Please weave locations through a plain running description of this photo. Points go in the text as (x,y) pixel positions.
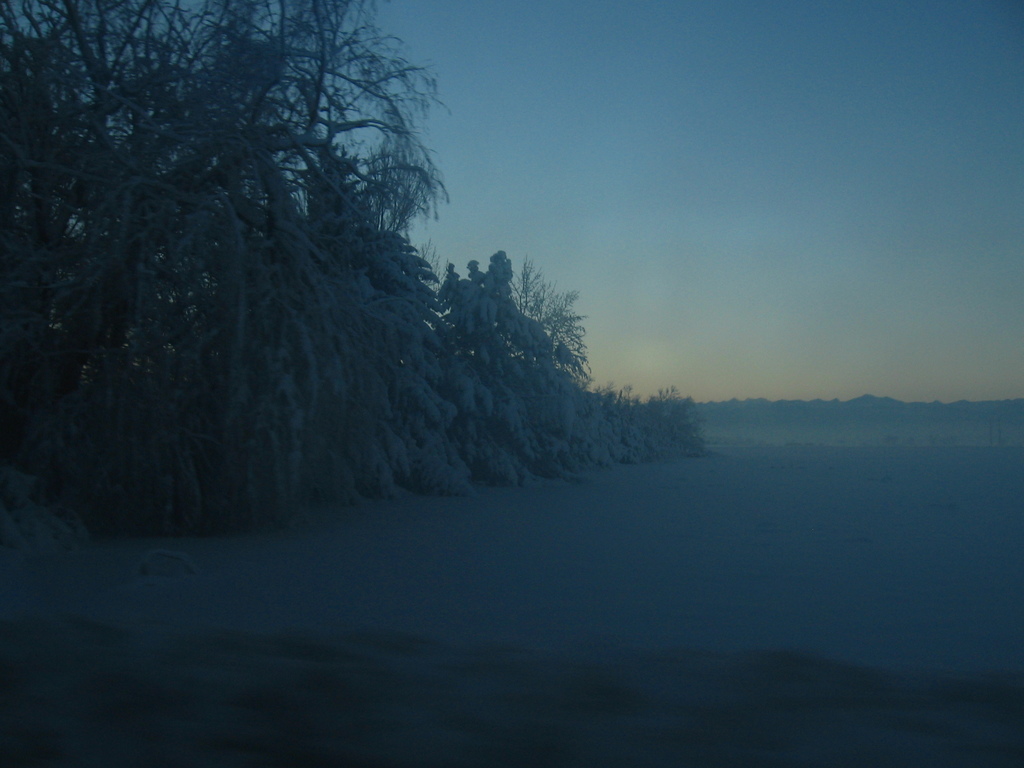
In this image we can see a land (764,539) covered with snow (696,593) and trees (207,350). The sky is in blue color.
